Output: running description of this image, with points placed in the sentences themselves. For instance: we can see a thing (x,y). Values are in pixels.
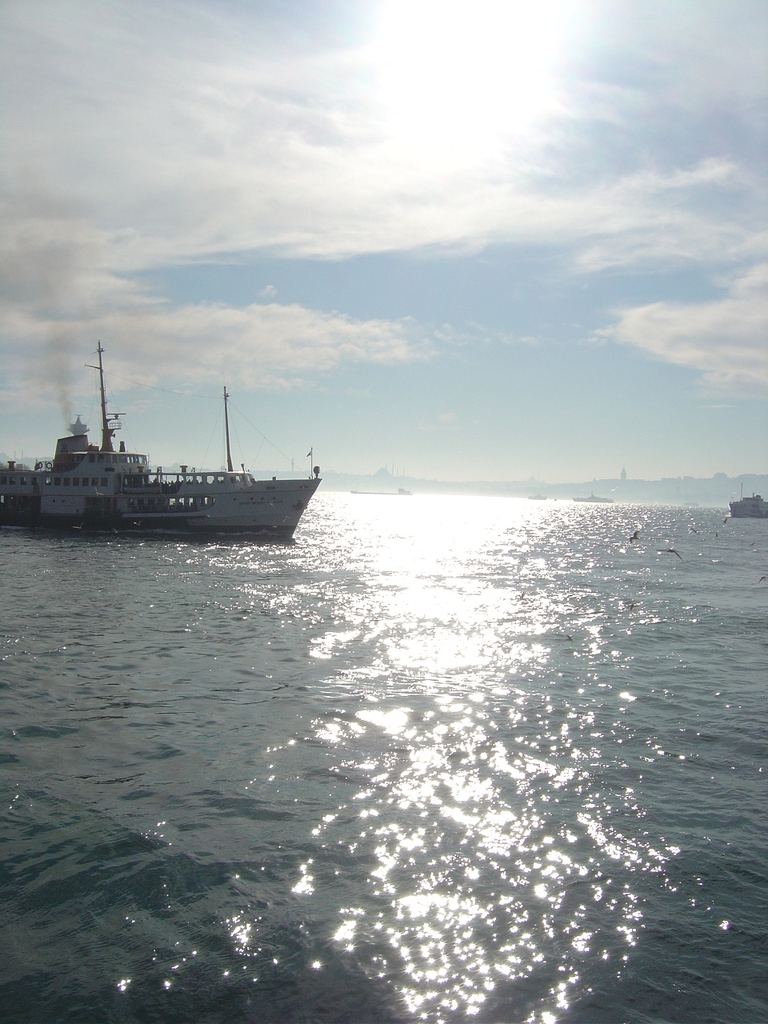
In this image I see few boats (20,522) and I see the water (278,749). In the background (328,334) I see the sky (298,283) which is of white and blue in color and I see the sun (460,49) over here and I can also see smoke (46,347) over here.
